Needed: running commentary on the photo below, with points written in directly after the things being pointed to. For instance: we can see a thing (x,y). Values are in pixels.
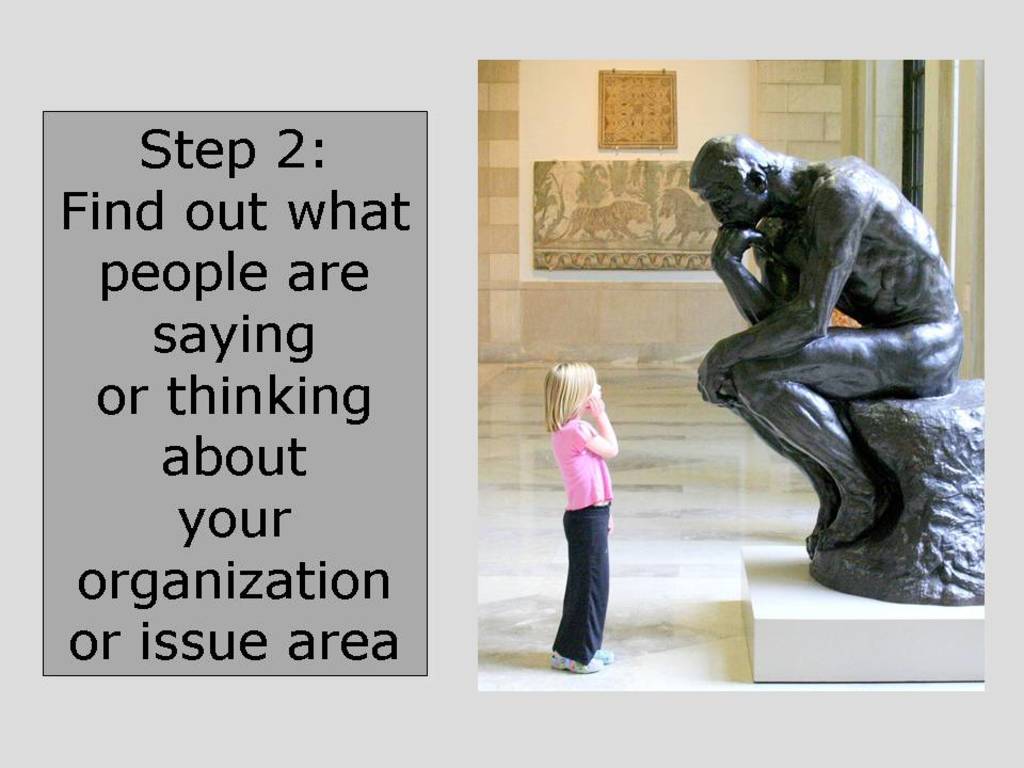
In the picture we can see some words (277,288) written, on right side of the picture (791,375) there is a kid (576,500) wearing pink color top (593,481), blue color jeans (583,598) standing near the statue (797,316) which is of a person (878,280) and in the background of the picture (770,135) there is a wall (749,109).
